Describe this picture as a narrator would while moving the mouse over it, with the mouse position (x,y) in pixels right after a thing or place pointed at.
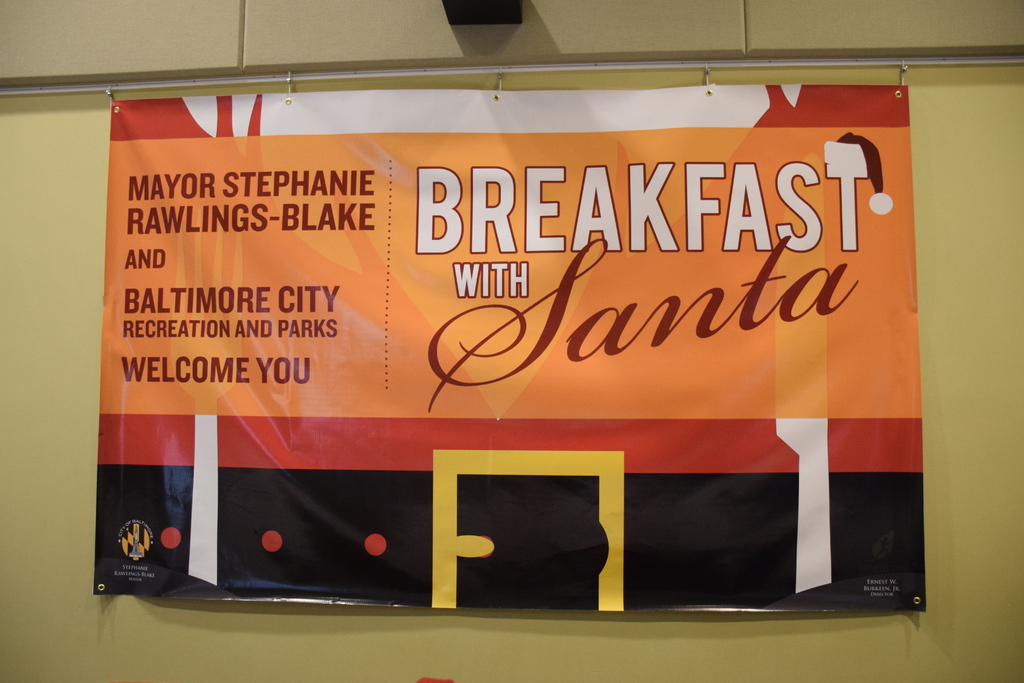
In this image I can see the wall (915,117) and I can see banner (508,219) and I can see text (553,339).
